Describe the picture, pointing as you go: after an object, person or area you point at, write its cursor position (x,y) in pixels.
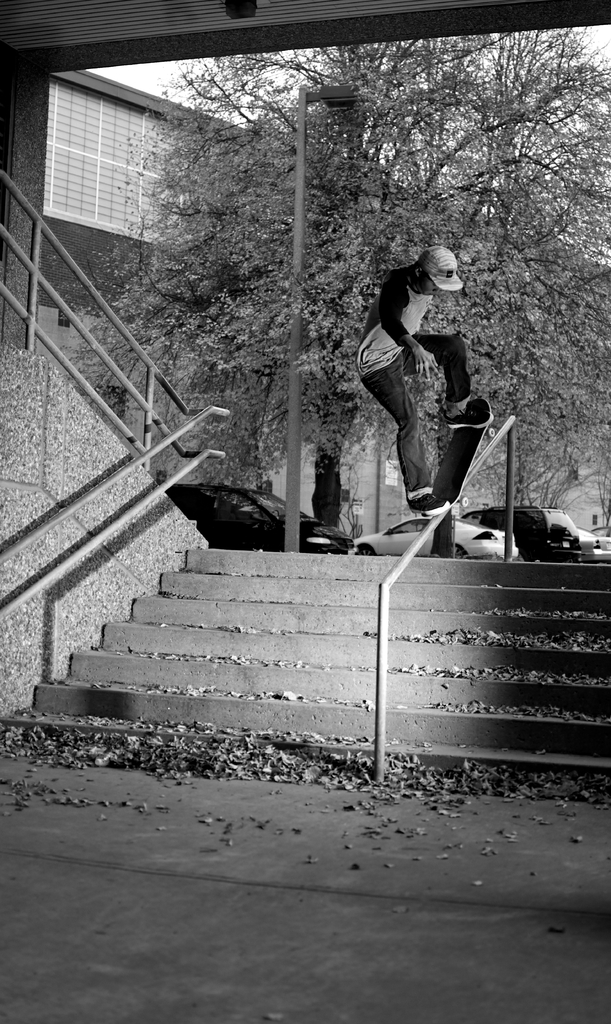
This is a black and white picture. Here we can see a person (428,471) riding a skateboard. In the background (377,93) we can see vehicles (331,548), pole (304,124), trees (516,392), wall (110,133), and sky (166,67).
